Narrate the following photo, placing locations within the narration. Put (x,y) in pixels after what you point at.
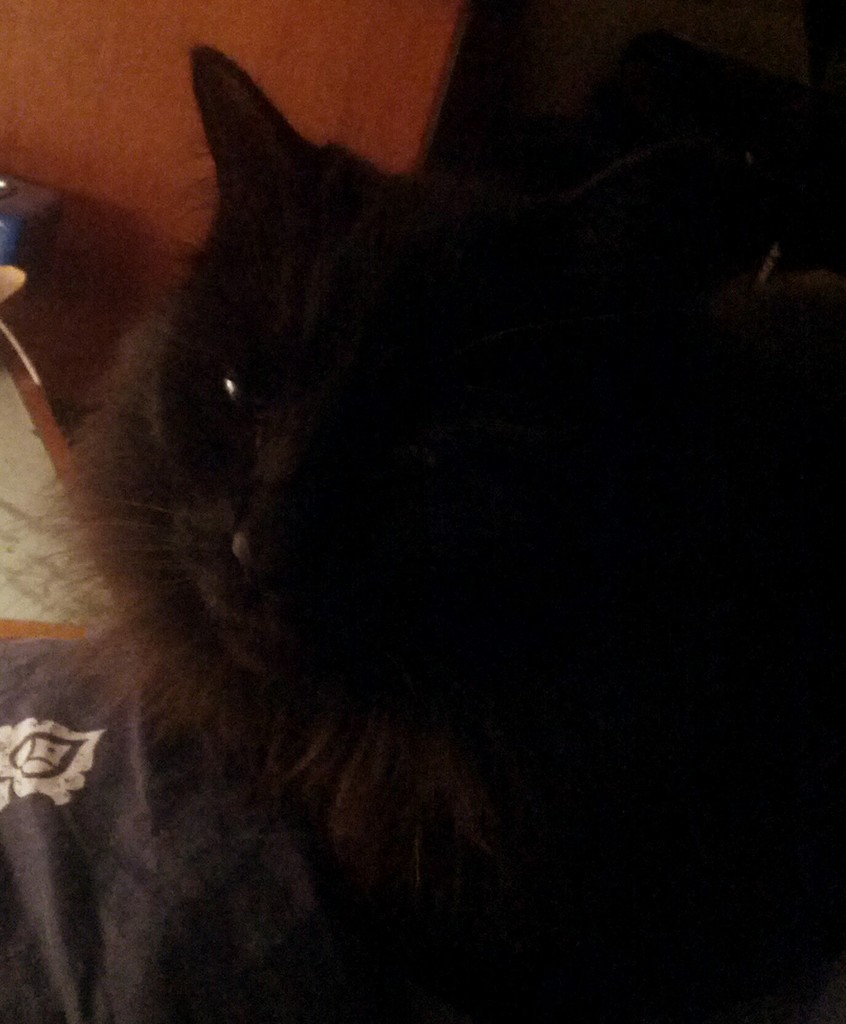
In this image we can see a cat (579,881) which is in black color in the middle of the image (282,653) and to the side we can see some objects (7,553).
